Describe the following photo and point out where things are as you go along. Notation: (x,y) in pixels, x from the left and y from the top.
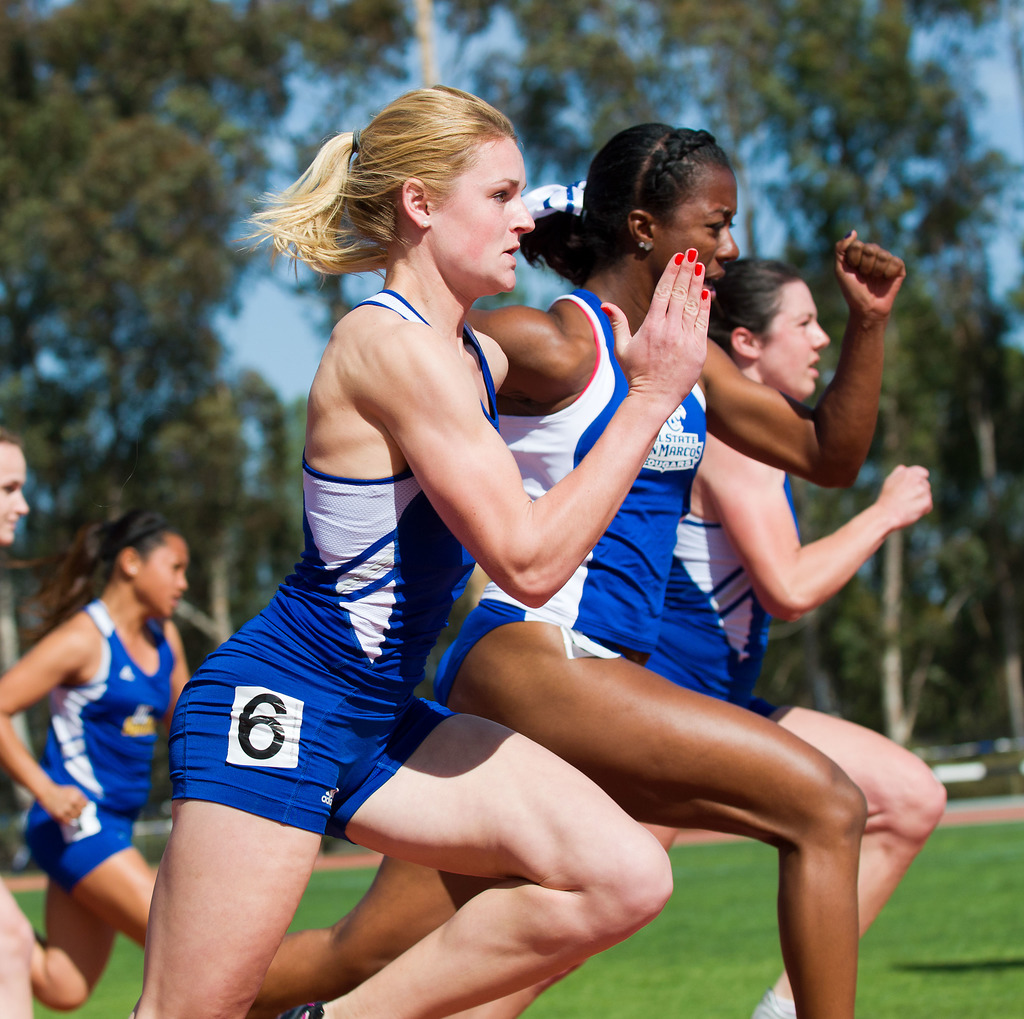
In this image I can see few women (263,649) and I can see all of them are wearing blue colour dress (443,528). In the background (988,150) I can see few trees (805,514), the sky (1012,116) and I can see this image is little bit blurry from background (917,89).
